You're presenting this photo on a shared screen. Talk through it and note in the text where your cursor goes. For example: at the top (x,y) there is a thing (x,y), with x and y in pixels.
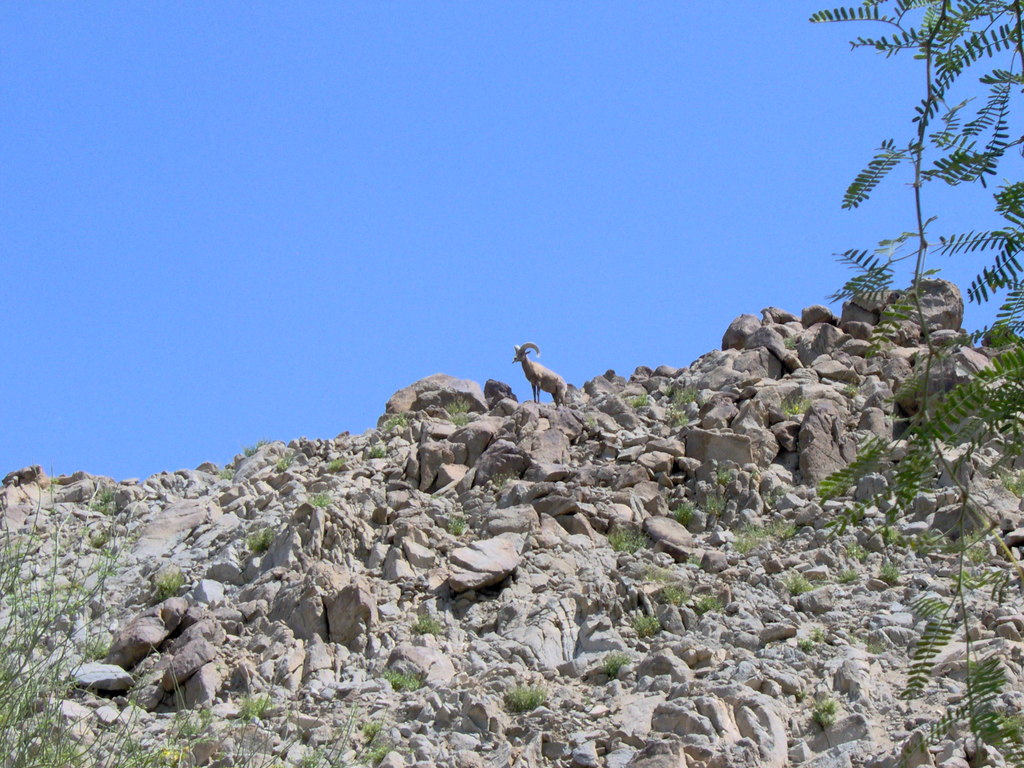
In the image there is a goat (537,369) standing on the rocky hill (509,488), in the front (182,734) there are plants (946,60) and above its sky (362,179).
